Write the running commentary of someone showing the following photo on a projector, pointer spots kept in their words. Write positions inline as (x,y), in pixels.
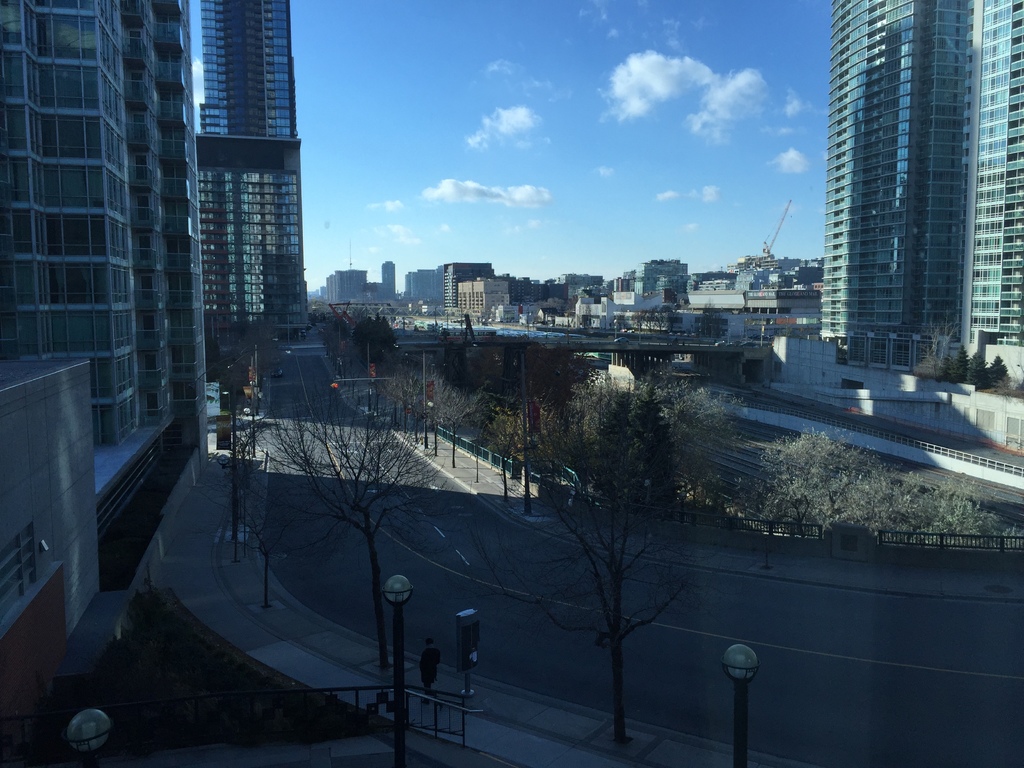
In this image, we can see buildings (485,310), bridge (698,356), roads (309,567), trees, plants (217,663), railings (192,703), lights (733,675), vehicles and few objects (469,657). Here we can see a person (434,660) on the walkway (373,654). Background (617,138) there is the sky (575,148).
